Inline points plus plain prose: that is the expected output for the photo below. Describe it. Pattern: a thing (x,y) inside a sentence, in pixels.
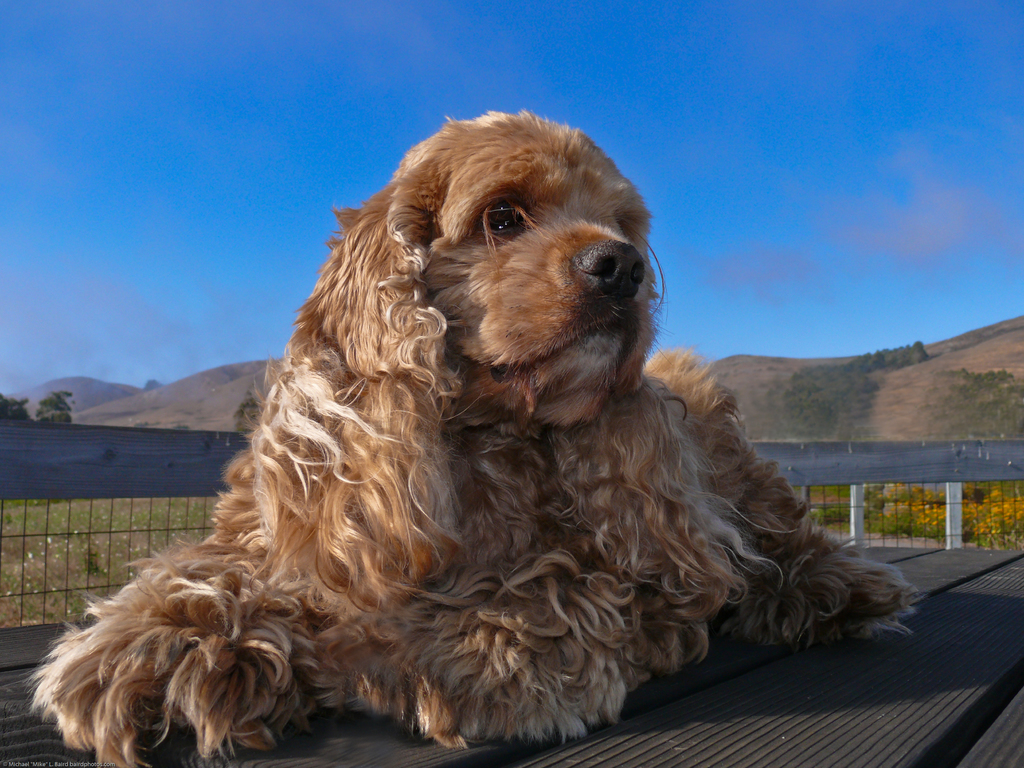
In this image we can see a dog (545,639) on the wooden surface (767,680), there is a fencing (842,525), plants (1005,532), flowers (926,502), trees (820,401), mountains (805,367), also we can see the sky (811,186).
